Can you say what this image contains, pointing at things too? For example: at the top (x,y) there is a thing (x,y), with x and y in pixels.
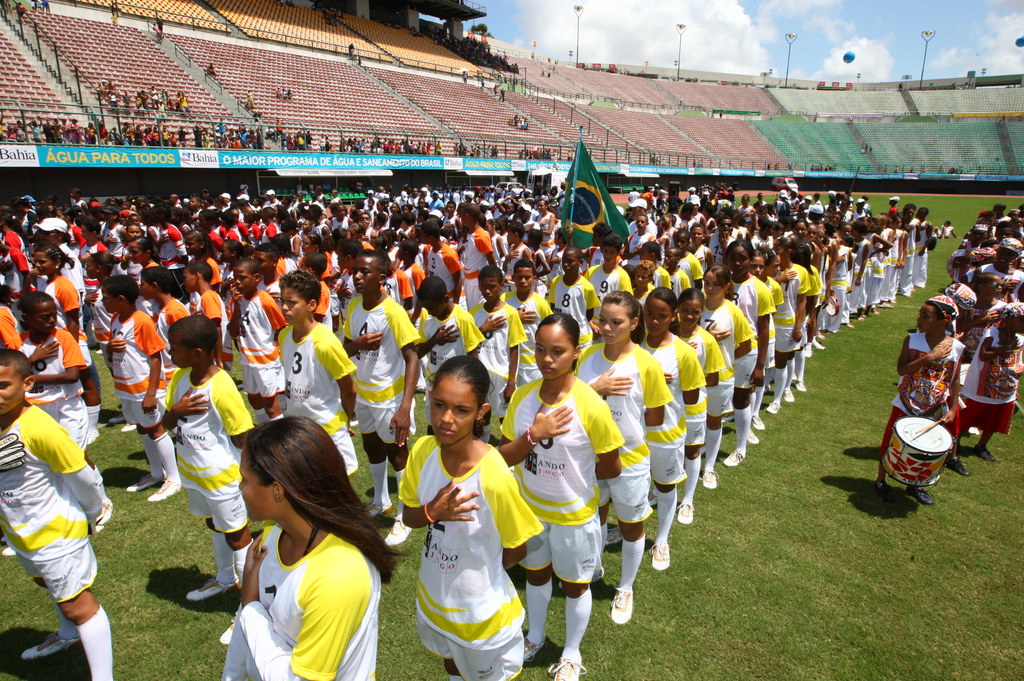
In this picture we can see a group of girls (645,412) and boys (330,368) standing in the stadium (837,188). Behind we can see many stadium seats (920,107) for the audience. On the top (705,55) we can see the sky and clouds (1013,27).
